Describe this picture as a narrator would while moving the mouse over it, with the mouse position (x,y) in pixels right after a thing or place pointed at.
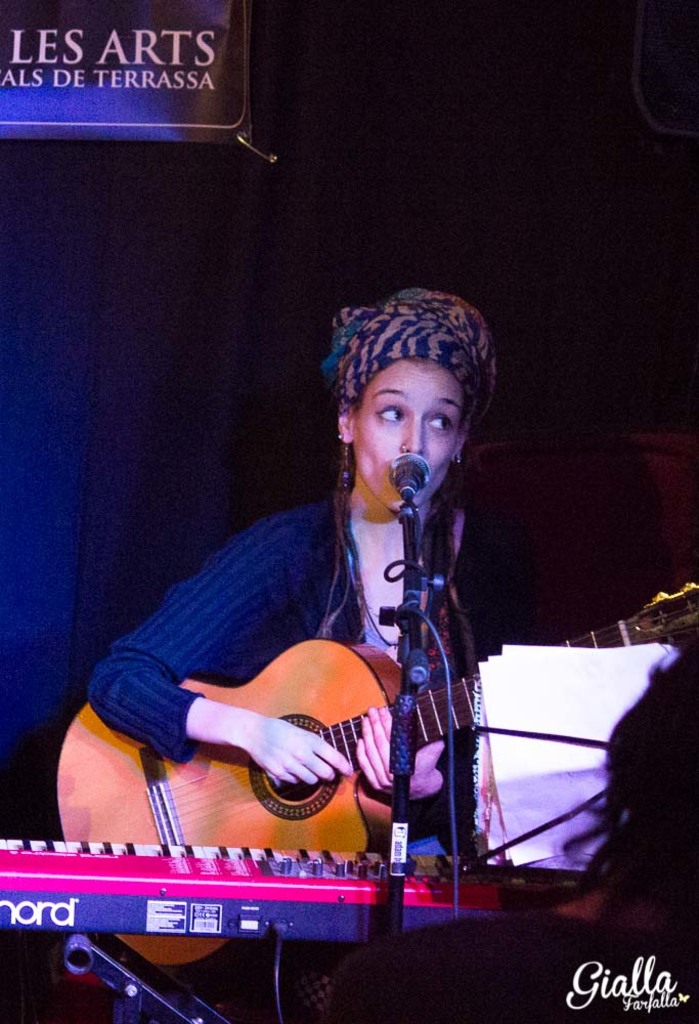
in this picture there is a girl (455,570) who is standing at the center of the image (240,648) by holding a guitar (191,690) in her hand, there is a piano (343,899) which is placed in front of the girl (160,722) and there is a mic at the center of the image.
